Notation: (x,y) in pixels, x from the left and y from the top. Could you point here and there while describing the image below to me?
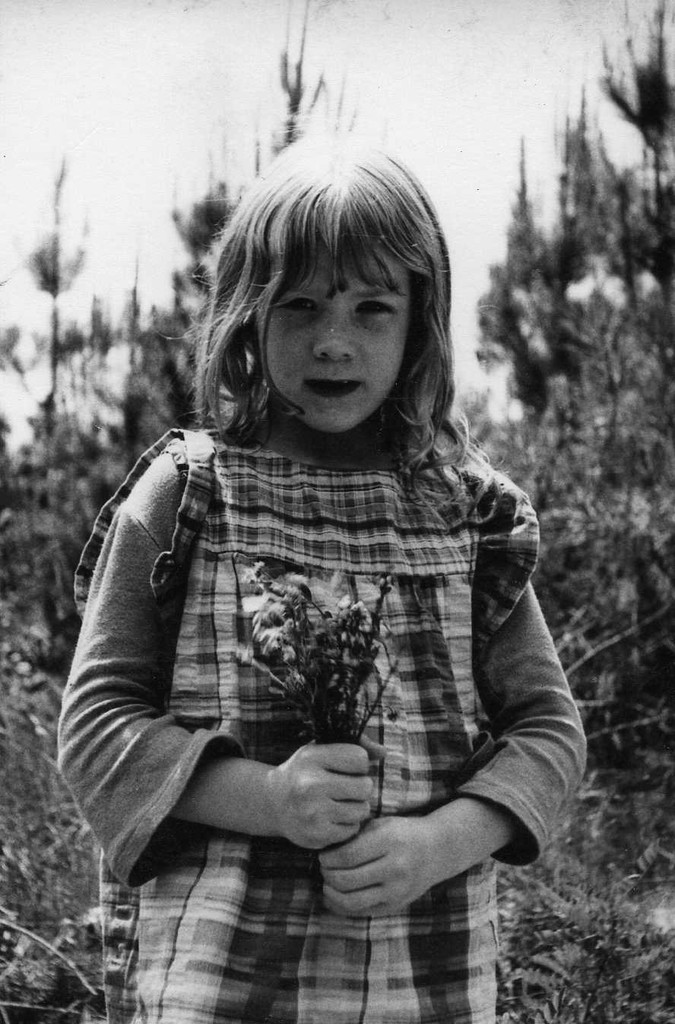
In this picture we can see a girl (226,582) holding some flowers (277,631), behind we can see some trees (540,463).
